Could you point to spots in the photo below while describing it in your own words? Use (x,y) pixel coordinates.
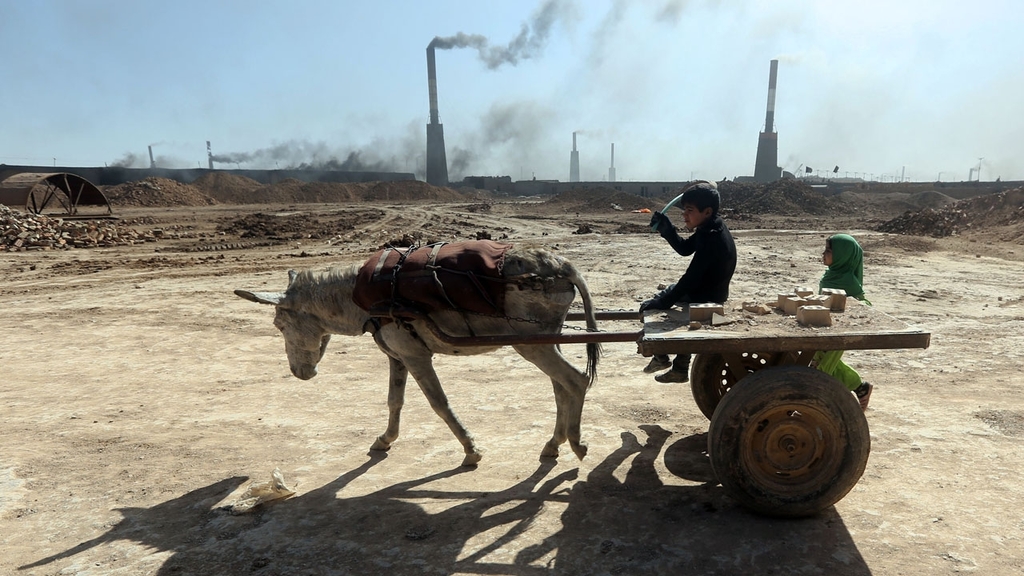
In this image I can see the ground (144,421), an animal (363,331) and a cart (821,327) attached to it. I can see a person (717,280) is sitting on the cart (815,424) and a person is standing on the ground (890,398). In the background (459,106) I can see few poles (439,167), smoke (459,141) coming from them and the sky (653,72).
